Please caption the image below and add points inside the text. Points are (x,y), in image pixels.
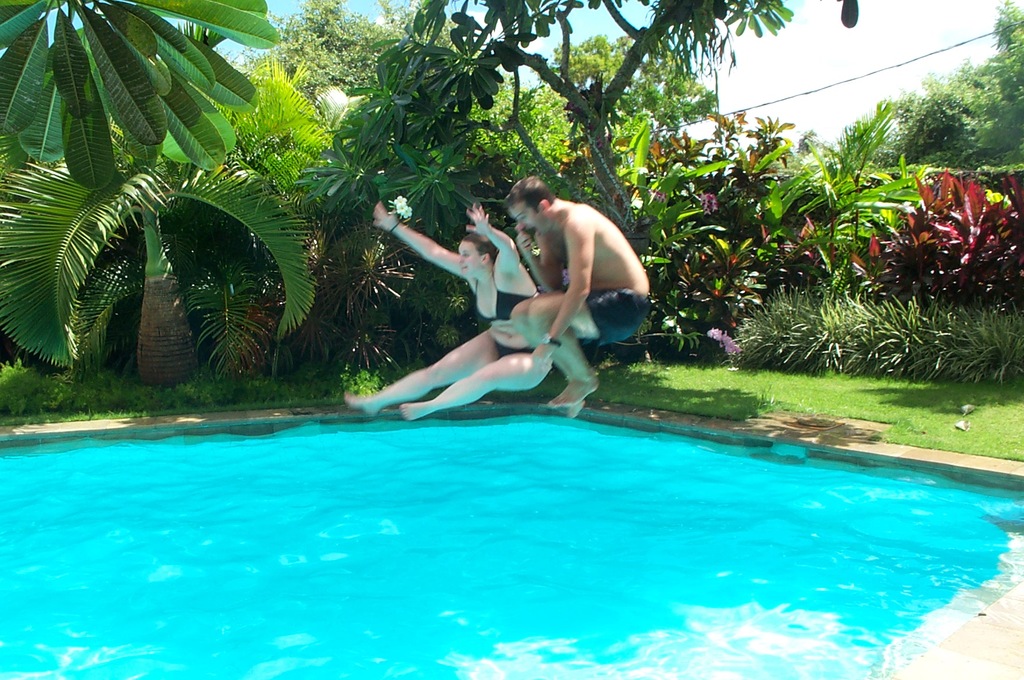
In this picture we can see a man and a woman (450,383) both jumping in the swimming pool (526,511). Behind we can see some plants (805,194) and trees (521,129) around the pool (507,531).
